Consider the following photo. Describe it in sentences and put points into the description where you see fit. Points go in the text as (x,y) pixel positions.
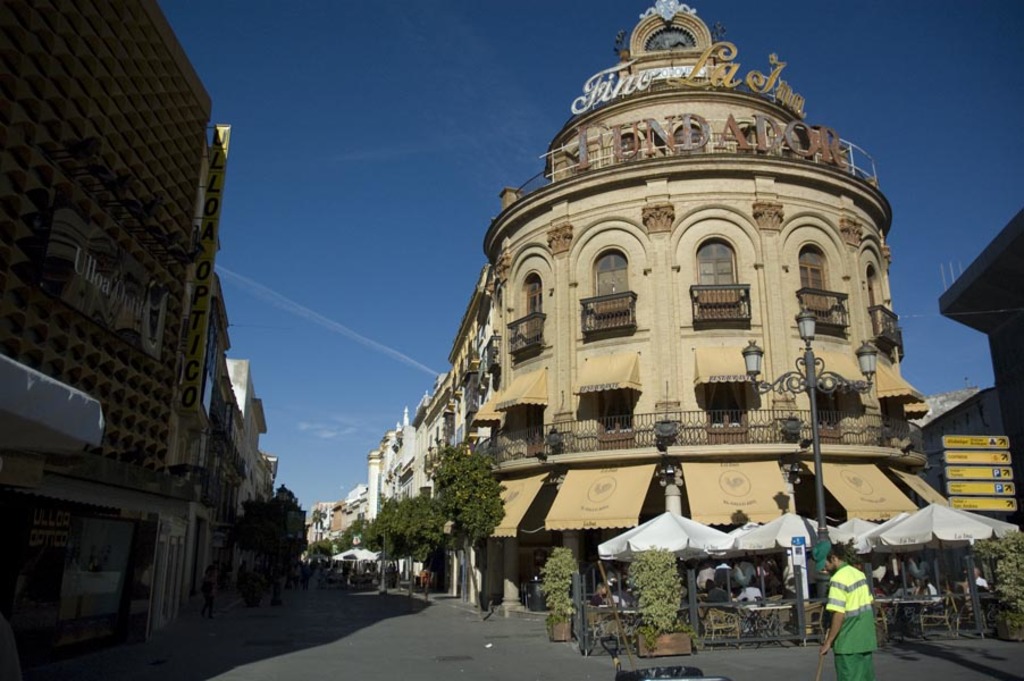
In this image, we can see so many buildings (352,503) with walls (951,413), windows (34,613), railings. Here we can see sign boards (986,490), poles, lights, trees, plants (672,569), few people (861,598), road (330,607), chairs (808,634), tables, hoardings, stalls (967,542). Background (319,390) there is a sky (376,324).
